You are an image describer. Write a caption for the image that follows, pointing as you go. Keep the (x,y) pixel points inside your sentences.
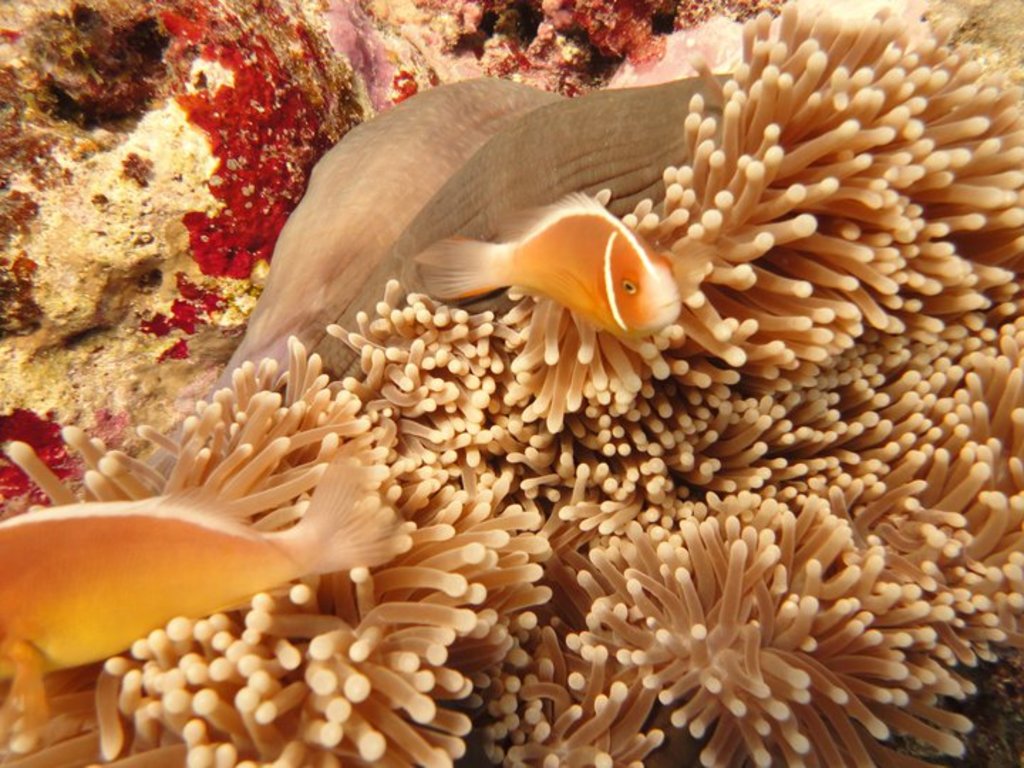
In this picture, we see two fishes (523,259) in orange color. At the bottom of the picture (524,557), we see the clusters of sea anemones (769,581). This picture might be clicked in the aquarium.
